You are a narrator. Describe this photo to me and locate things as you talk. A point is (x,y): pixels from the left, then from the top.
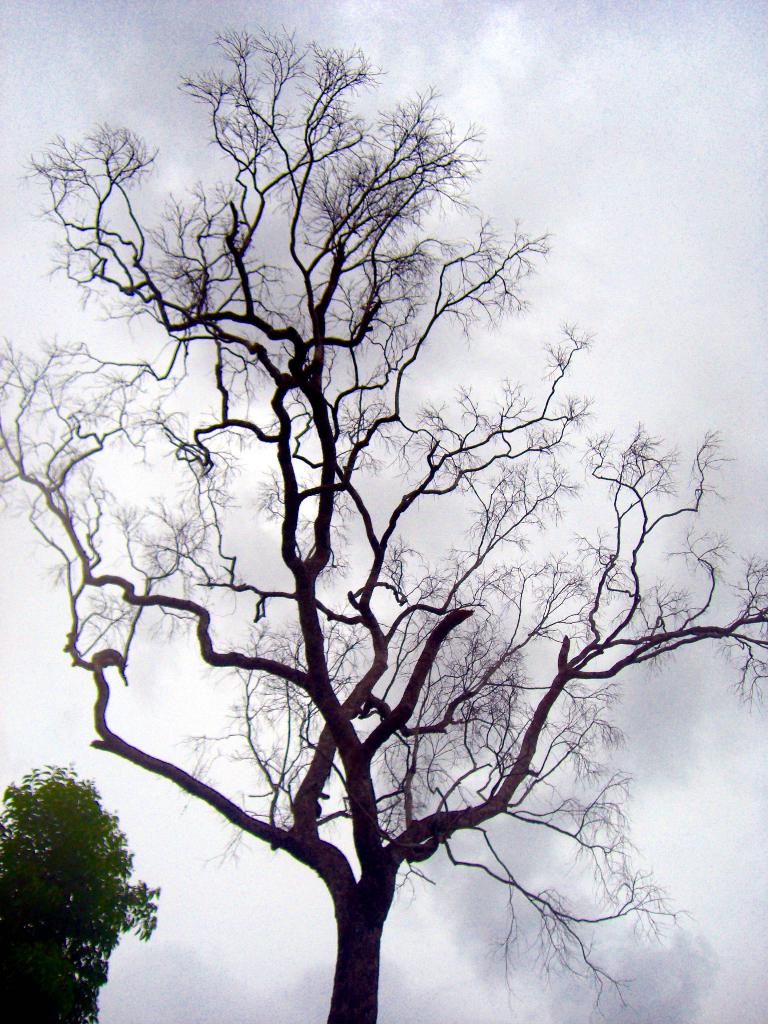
In this image we can see one big bare tree (166,316), left side of the image (102,792) one green tree (58,940) and there is the cloudy sky (655,478) in the background (703,103).
